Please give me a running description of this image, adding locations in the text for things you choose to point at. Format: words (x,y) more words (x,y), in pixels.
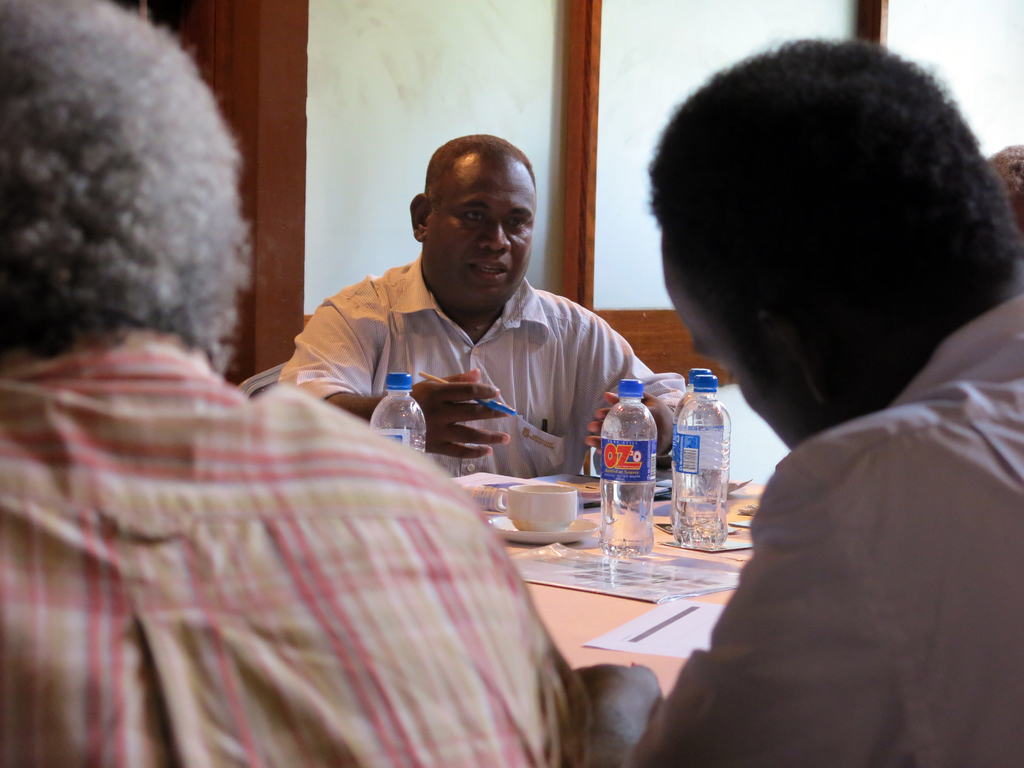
This image is taken in a room (544,79). There are four people (460,291) in a room (619,257), they are men (496,648). In the middle (535,407) a man (527,373) is wearing a white colored shirt (554,375) holding a pen (504,408) in his hand (480,414). There is table (683,552) in the middle (679,497), there are four bottles (693,478) on the table (658,490), a cup (547,524) and saucer (587,521) and a papers (604,594). The man (298,360) in the middle (363,373) is sitting on a chair (271,372).
